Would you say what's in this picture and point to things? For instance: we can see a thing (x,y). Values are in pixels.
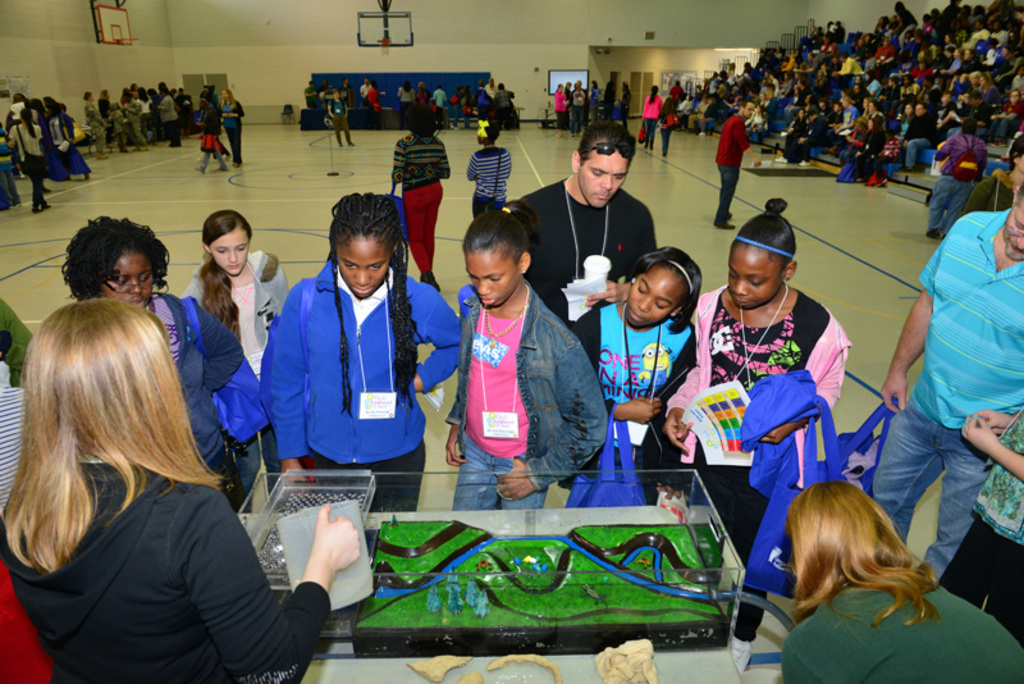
This might be an exhibition. In the foreground of the picture (432,321) there are group of people (861,538), desk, mug (284,543) and a glass object (513,535). On the top right (824,70) there are people (845,75). In the center of the background (390,41) there are people (406,99) and basket (397,30). On the left (105,117) there are people (101,107), basket (119,30) and other objects (195,114). In the center of the picture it is basketball court (542,159).
